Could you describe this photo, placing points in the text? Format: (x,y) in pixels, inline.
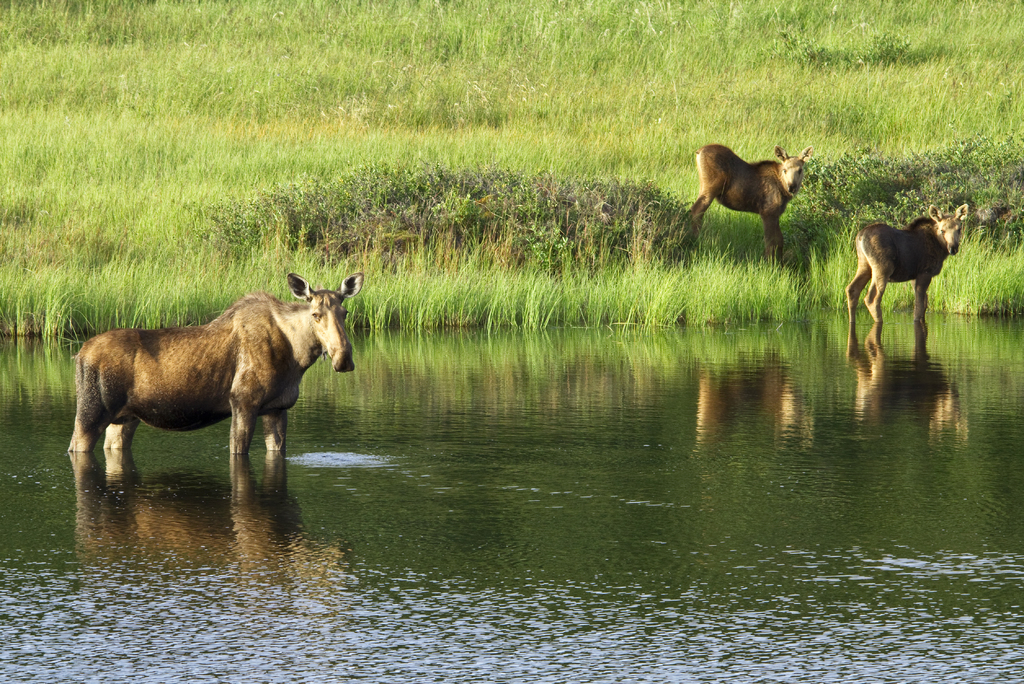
In the picture I can see animals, the water (624,463) and the grass (359,35).
